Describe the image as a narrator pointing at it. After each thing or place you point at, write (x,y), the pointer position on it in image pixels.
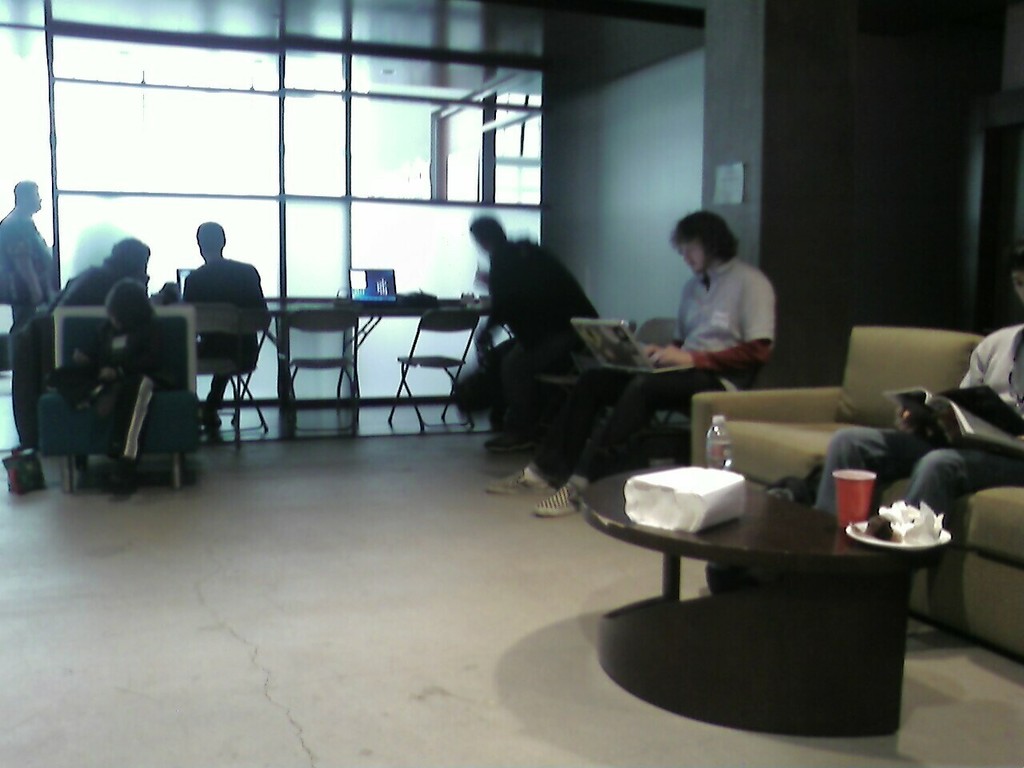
In this image there are a group of people (144,376) who are sitting, and on the right side (775,410) there is a couch (724,416). On the couch (741,418) there is one person (967,464) who is sitting and reading books (926,427), in front of him there is one table (778,538). On the table (838,534) there are some plates (858,538), cups (849,517), bottles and one box (649,495) and in the center (438,296) there is a glass door (500,169) and a wall (713,139). At the bottom (229,575) there is a walkway (317,632).
